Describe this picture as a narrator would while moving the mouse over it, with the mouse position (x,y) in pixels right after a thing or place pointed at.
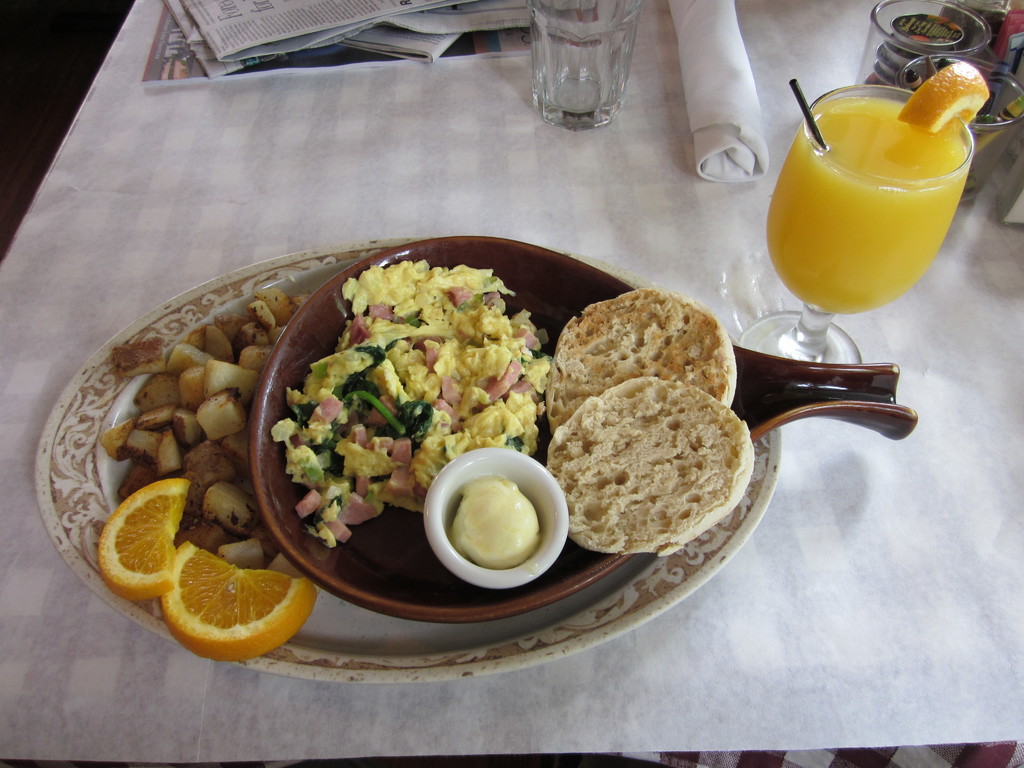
In this image we can see some food items (393,457) on the plate (539,431), there is a drink (837,175) in the glass (830,265), also we can see some other glasses (566,36), there are papers (356,57), there is a cloth (711,99), which are on the white colored surface (805,444).
